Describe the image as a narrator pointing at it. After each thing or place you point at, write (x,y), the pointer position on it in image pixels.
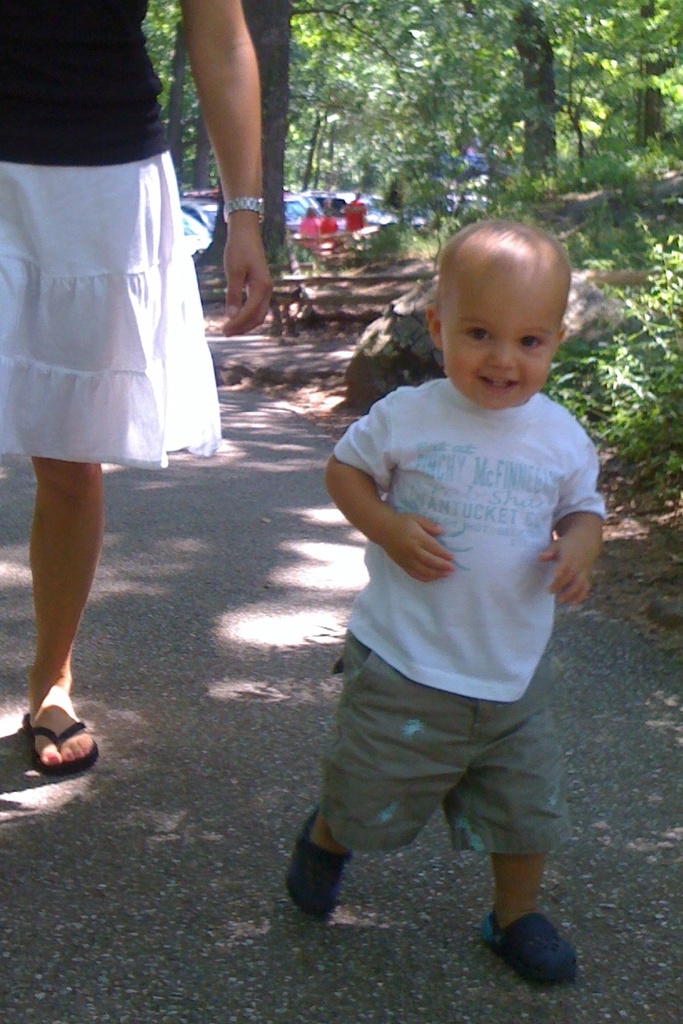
In this picture I can see few people (78,609) are walking on the road (212,565), side there are some trees (349,176), background (302,216) I can see few vehicles (289,201).
